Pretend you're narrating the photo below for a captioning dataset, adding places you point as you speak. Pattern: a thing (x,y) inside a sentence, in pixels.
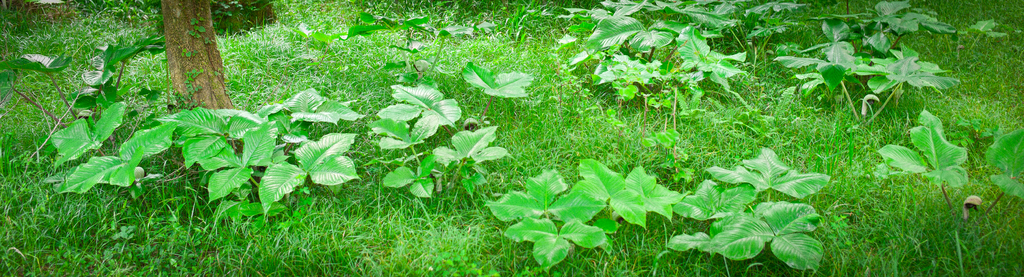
In the image there are many plants (414,157) on the grassland (528,131) and there is a tree (187,73) on the left side (188,20).
